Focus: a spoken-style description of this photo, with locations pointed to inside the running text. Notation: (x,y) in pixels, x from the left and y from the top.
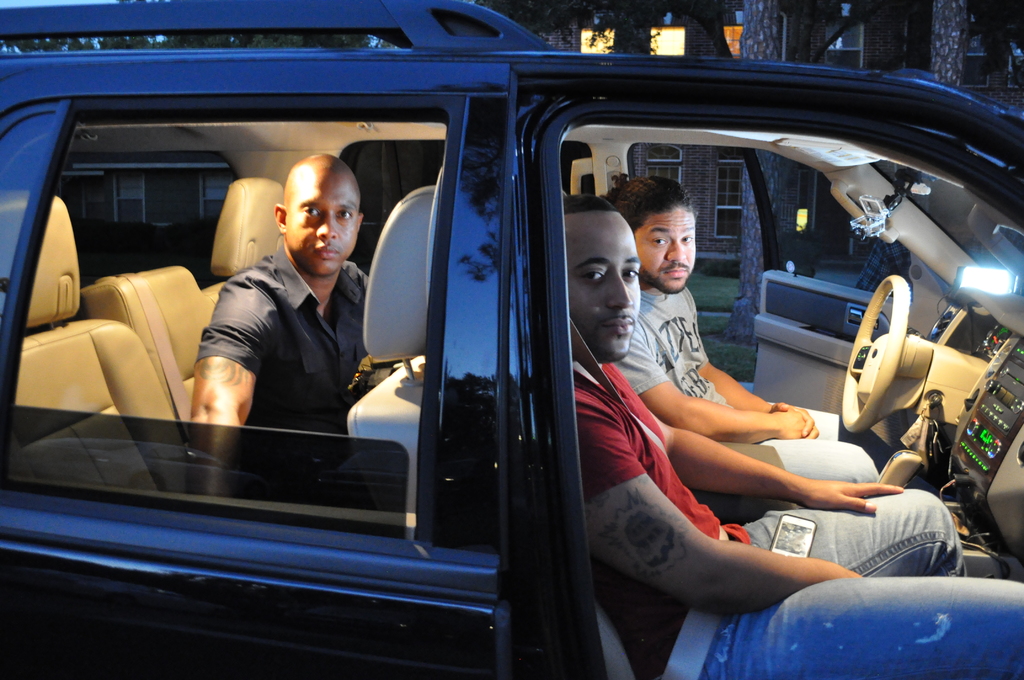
In this image there are three persons (666,192) sitting in a car (502,441). The car (386,327) is in blue color. The man (353,307) sitting in back seat (186,307) is wearing a black shirt (320,324). The sitting in front of the steering (874,404) is wearing a gray t-shirt (700,340). The man (608,461) in the front (738,499) is wearing a red t-shirt (601,481). And in the background (768,22) there are many trees (750,30) and a building (684,23).
